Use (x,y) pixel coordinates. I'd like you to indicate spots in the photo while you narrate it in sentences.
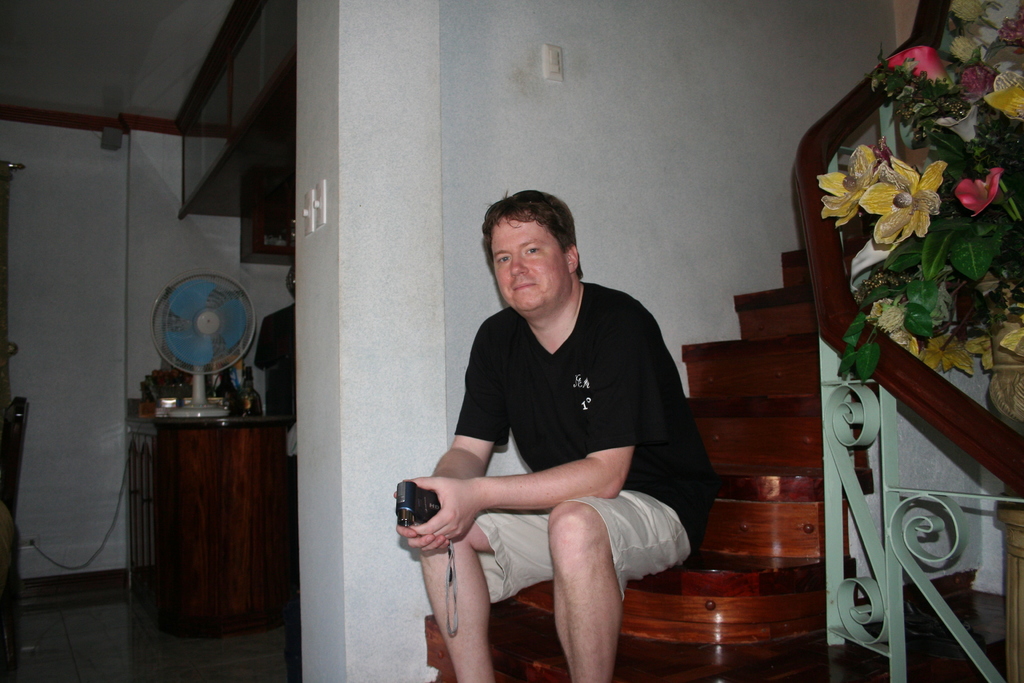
In this image a person (594,485) is sitting wearing a black t-shirt (582,421) on the staircase (784,353). He is holding a camera (410,505). Here there are flowers (962,181) in a pot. On the table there is a fan (199,317), bottle (244,385) and few other stuff (231,380). In the background (138,224) there is wall (109,224).
